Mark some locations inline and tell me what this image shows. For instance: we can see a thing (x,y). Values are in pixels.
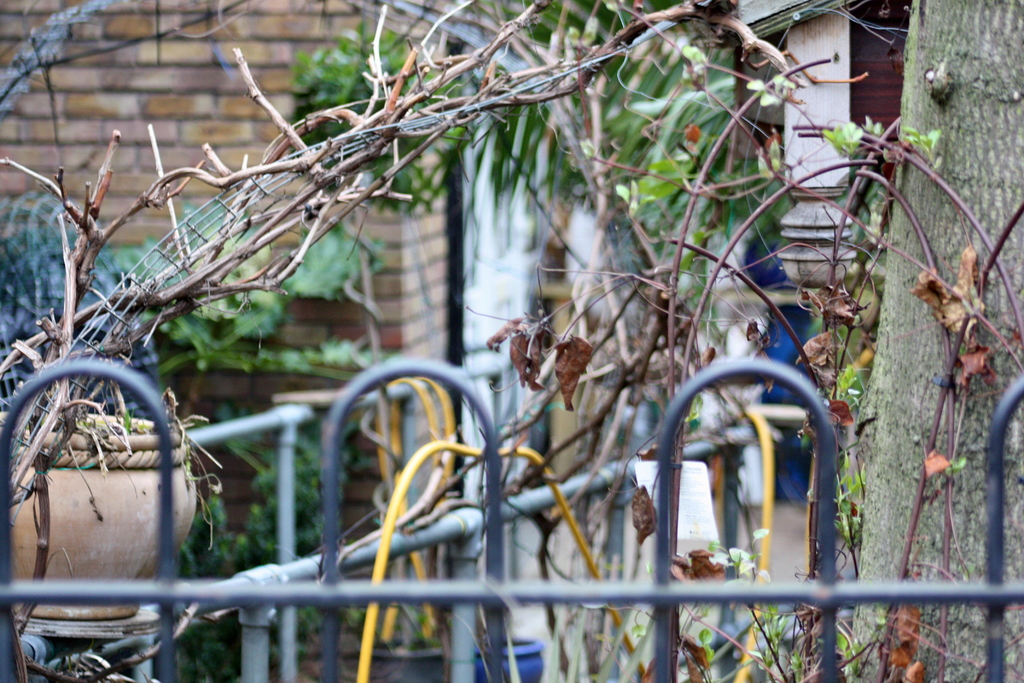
In this image we can see the bark (889,500) and some branches (553,334) of a tree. We can also see a plant (93,426) in a pot (131,457) and a wall (195,141). In the foreground (345,402) we can see some metal poles (996,529).
